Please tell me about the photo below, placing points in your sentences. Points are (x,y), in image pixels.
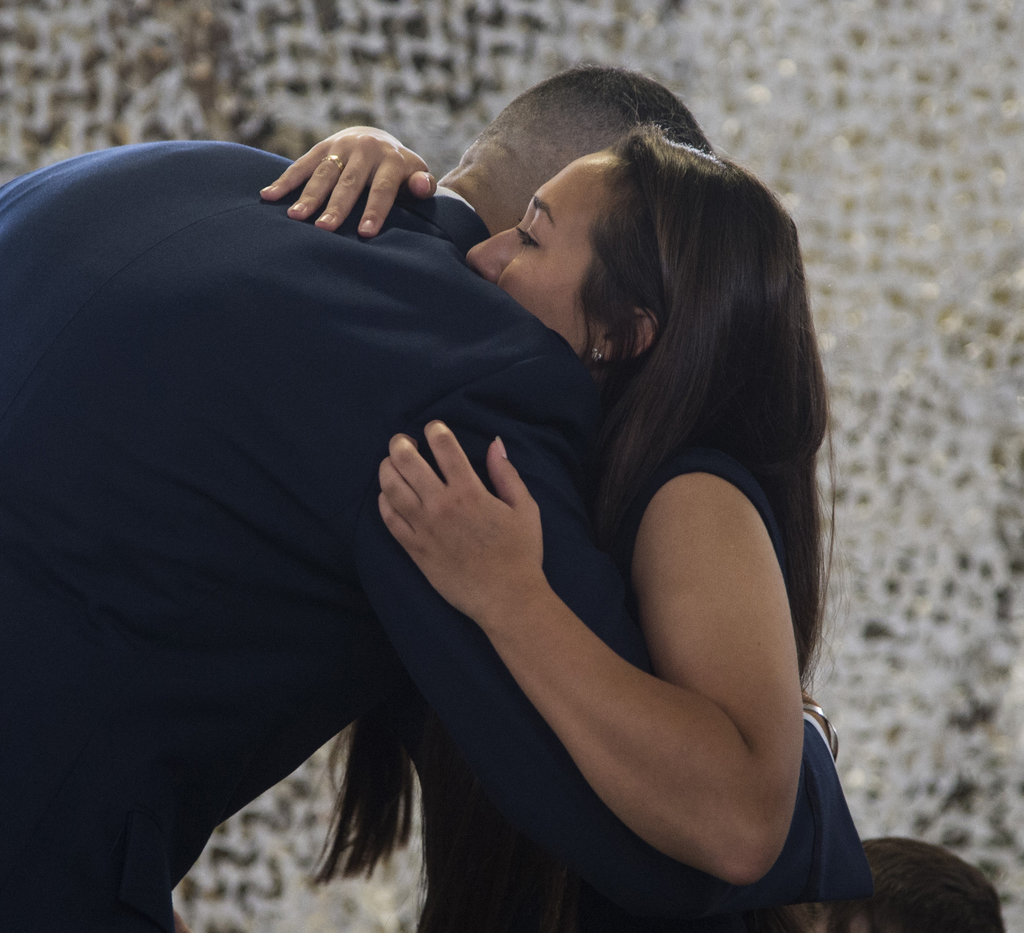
In the picture we can see a man (73,380) and a woman (641,781) hugging each other, they are wearing a blue dress (59,653) and in the background (863,515), we can see a wall (948,251) which is white in color with black dots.
